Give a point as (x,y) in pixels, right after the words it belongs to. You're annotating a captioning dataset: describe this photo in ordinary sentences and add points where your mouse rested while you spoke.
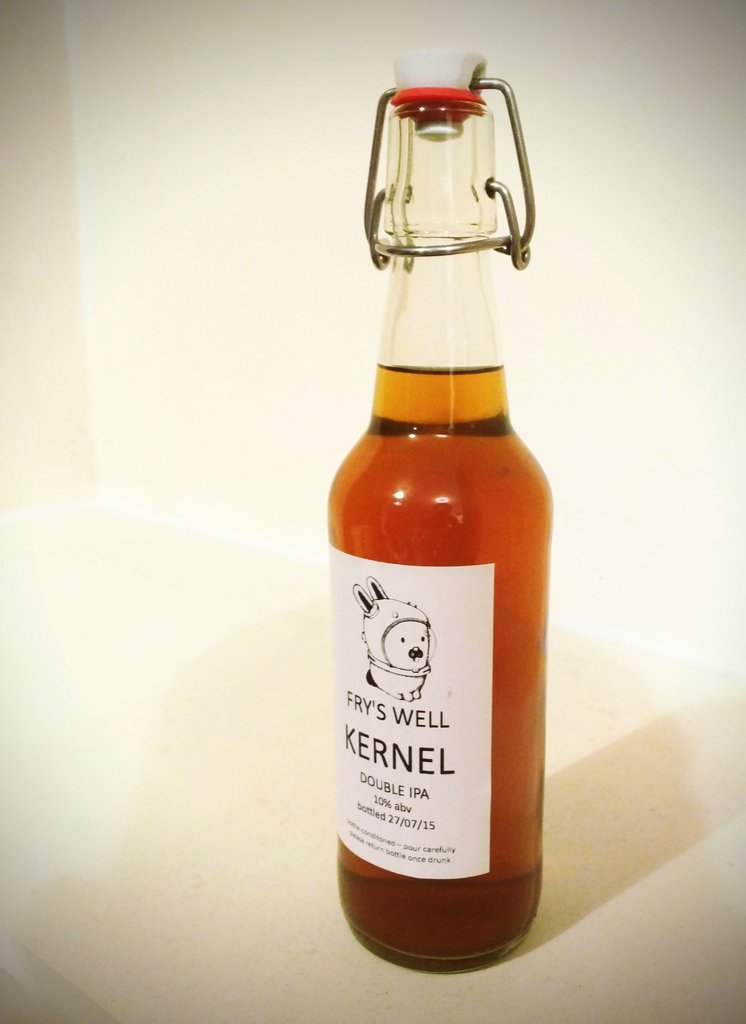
This picture shows a bottle (438,459) with some drink (395,885) in it, placed on the table (577,664). In the background (169,313) it is completely white.
